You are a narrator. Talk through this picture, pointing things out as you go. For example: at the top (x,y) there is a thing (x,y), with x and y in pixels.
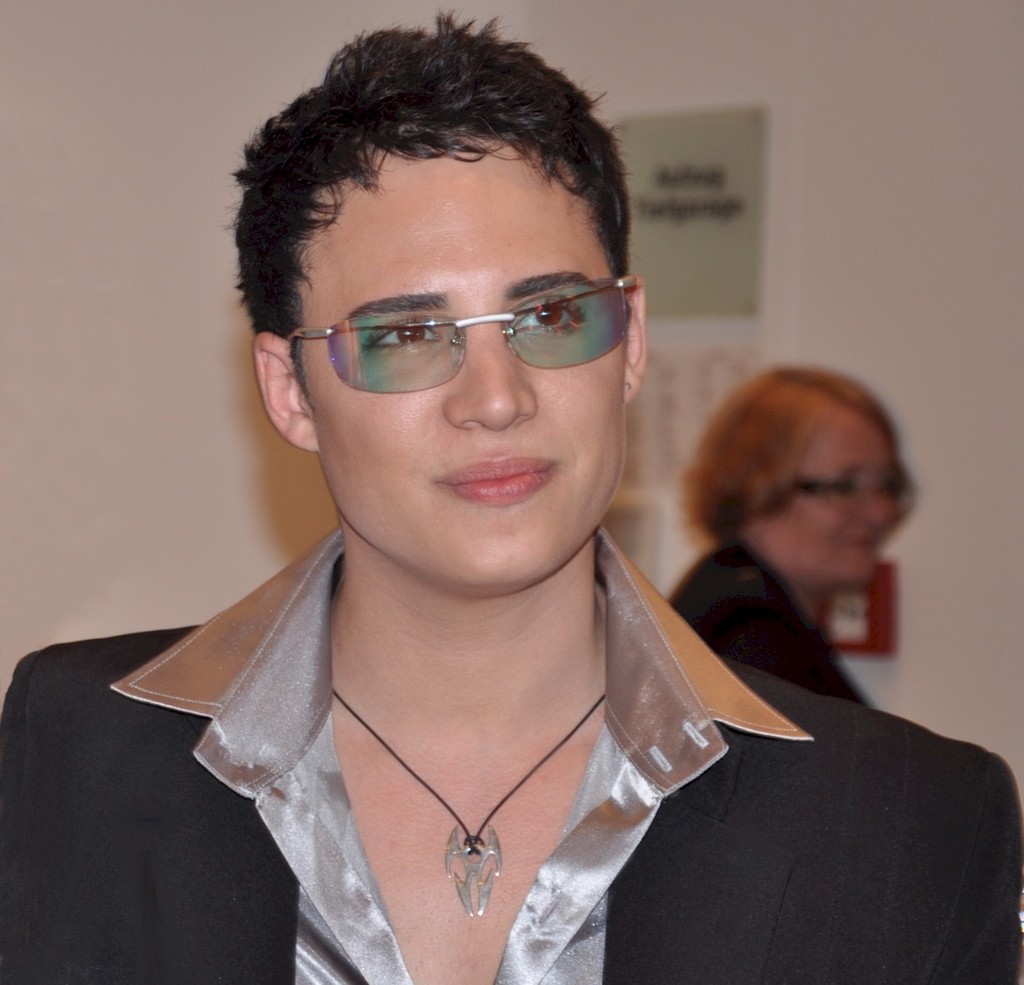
In this image we can see a person (743,793) wearing black blazer (117,741), spectacles (446,355) and chain (455,862) is standing here and smiling. The background of the image (807,7) is blurred, where we can see a woman (821,512) and the wall (763,69).
